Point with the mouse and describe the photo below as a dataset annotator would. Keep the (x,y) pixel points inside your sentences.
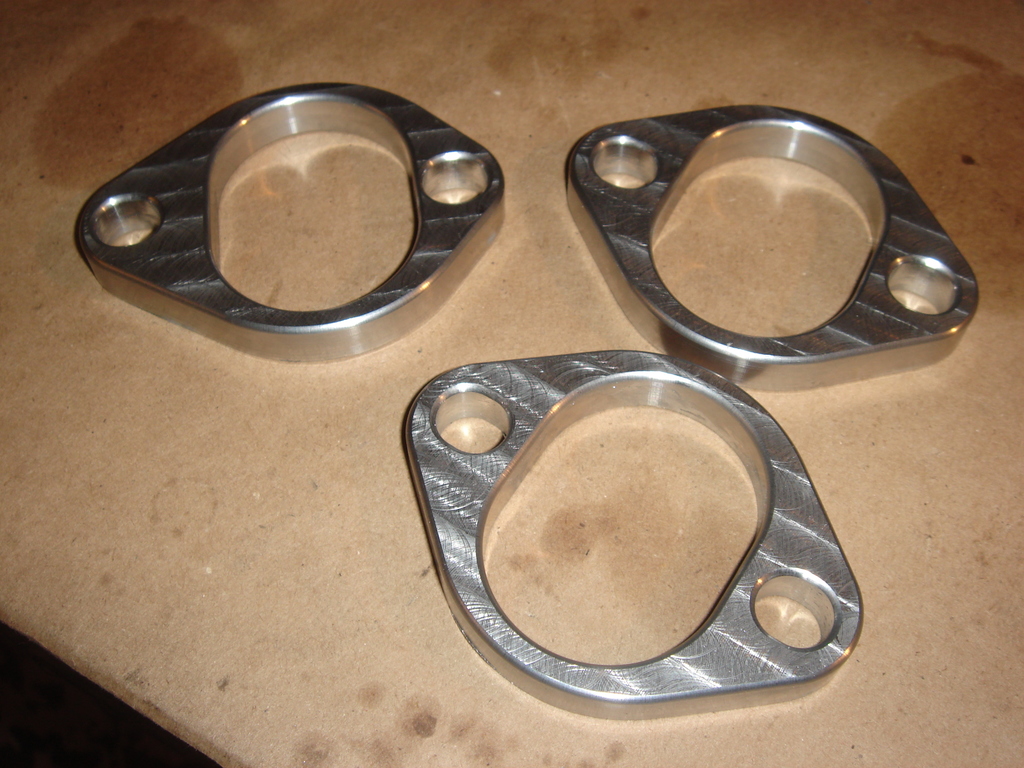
Three metal objects (421,172) are kept on a brown surface (251,395) as we can see in the middle of this image (378,459).
